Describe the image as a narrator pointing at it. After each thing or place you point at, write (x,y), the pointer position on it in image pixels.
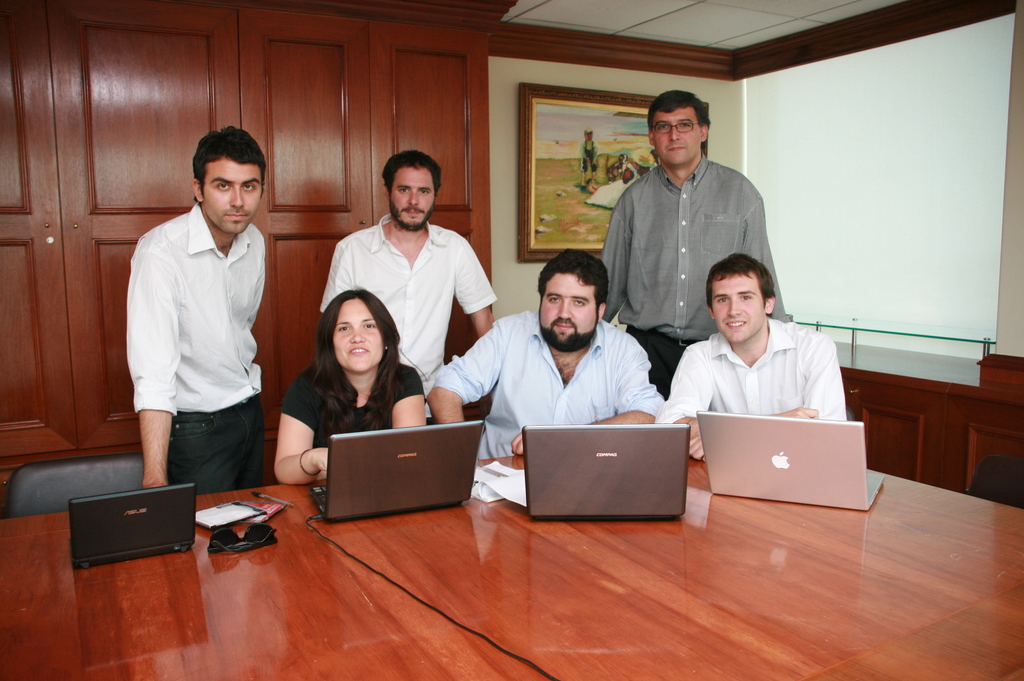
In the image there is a table (296,512) and on the table (315,566) there are laptops (633,506) and other objects (255,504), behind the tables (342,565) there are three people (595,374) sitting on the chairs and behind them there are three people (637,200) standing, in the background (324,144) there are cupboards (456,140), on the right side (695,85) there is a wall (504,112) and there is a photo frame (555,120) attached to the wall (506,93).
